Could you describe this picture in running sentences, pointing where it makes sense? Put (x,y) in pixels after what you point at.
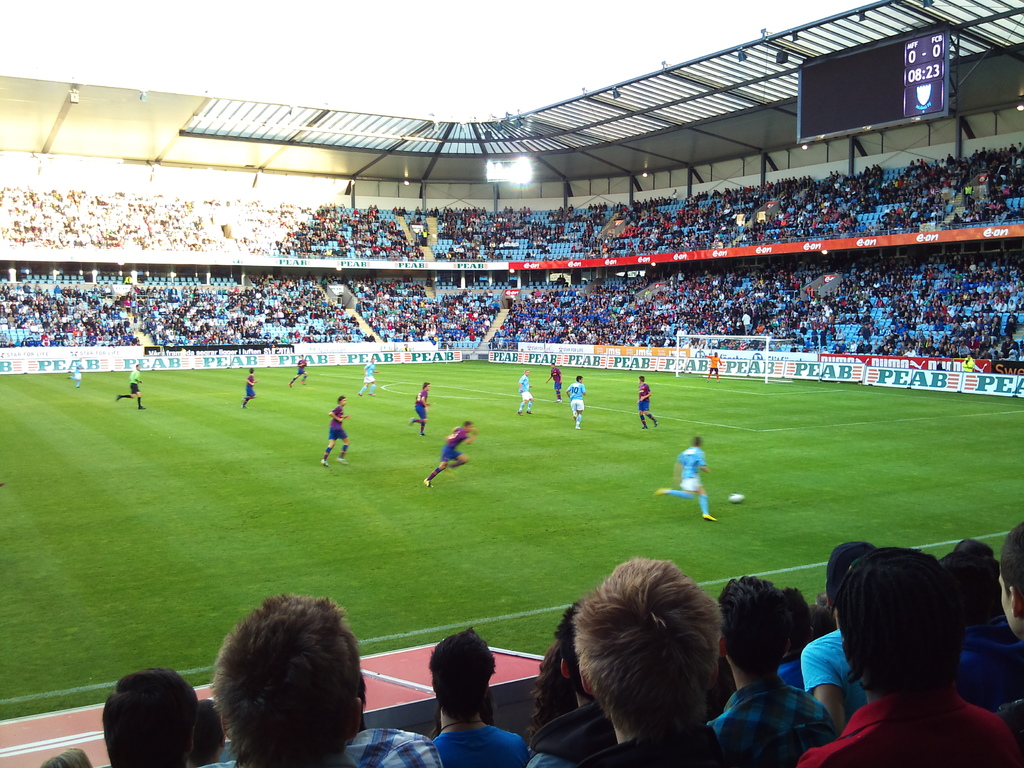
There are some players (332,410) playing football in the ground (156,481) as we can see in the middle of this image (477,467). There is a crowd (917,319) sitting in a seating area (299,298), as we can see at the top of this image (470,244) and bottom of this image (624,664) as well. There is a scoreboard (841,100) at the top right corner of this image (860,100).
